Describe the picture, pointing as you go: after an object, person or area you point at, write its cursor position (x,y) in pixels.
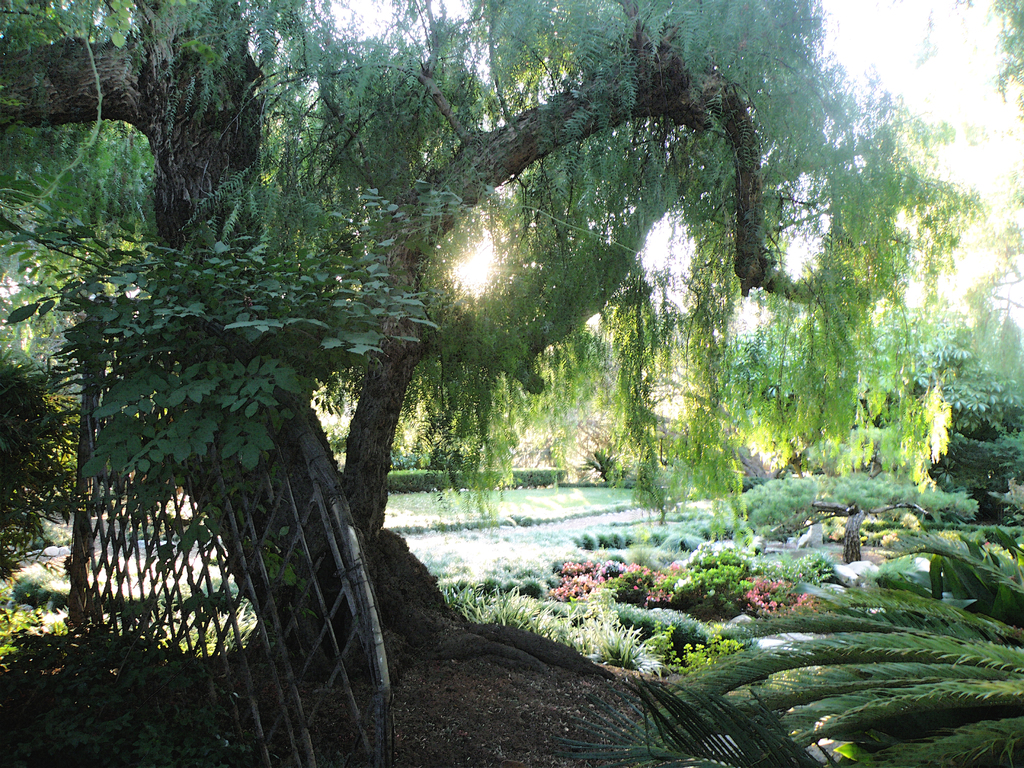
In front of the image there is a tree (275,299), in front of the tree (287,539) there is a wooden fence (333,652), in the background of the image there are flowers (816,605), plants (719,578), leaves (882,625) and bushes (427,480).
